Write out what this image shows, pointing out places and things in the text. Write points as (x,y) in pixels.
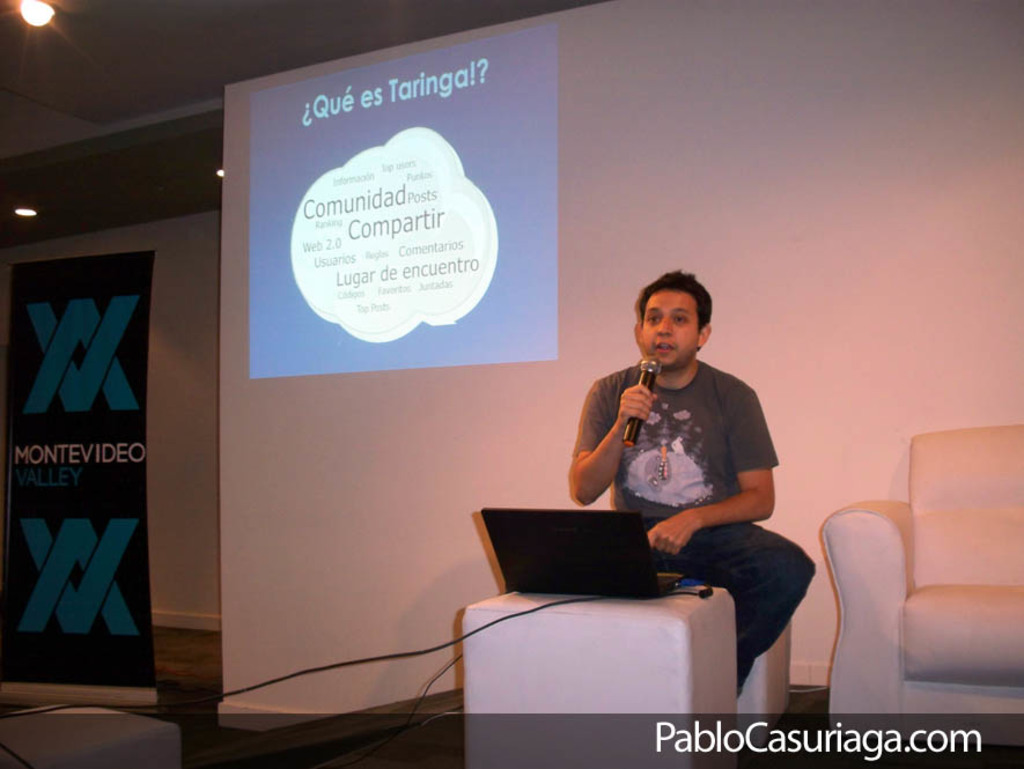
He is sitting on a chair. He is holding a mic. He is talking. There is a table (640,626). There is a laptop (620,570), wire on a table (578,628). We can see in background (492,359) screen (376,305), poster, lights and sofa (965,649).
